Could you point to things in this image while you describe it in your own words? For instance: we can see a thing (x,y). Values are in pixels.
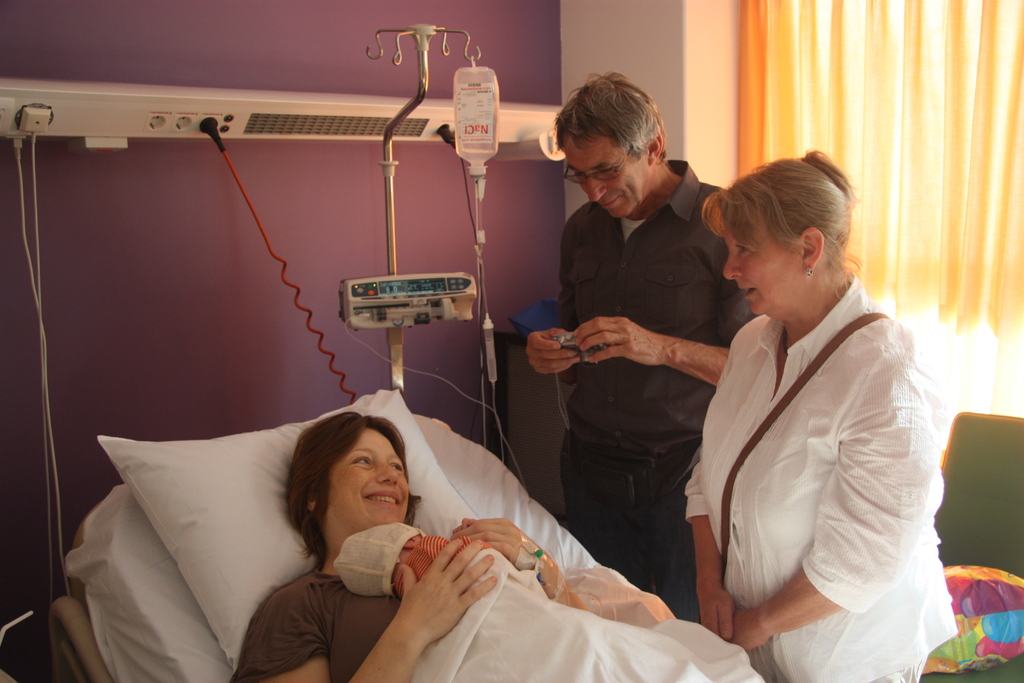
At the bottom of the image (255,682) a woman (243,673) is laying and holding a baby (433,547) in her hands (488,525). Right side (779,302) there is a woman (912,636) standing wearing a white shirt (896,410), behind there is a person (654,131) standing. Beside the bed (486,501) there is a stand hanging with a saline bottle (466,133). To the wall (497,58) there is a plug board (178,122) attached to it. At right side (981,243) there is a curtain (1015,344) and a chair (965,415) with a bag (985,623) on it.
